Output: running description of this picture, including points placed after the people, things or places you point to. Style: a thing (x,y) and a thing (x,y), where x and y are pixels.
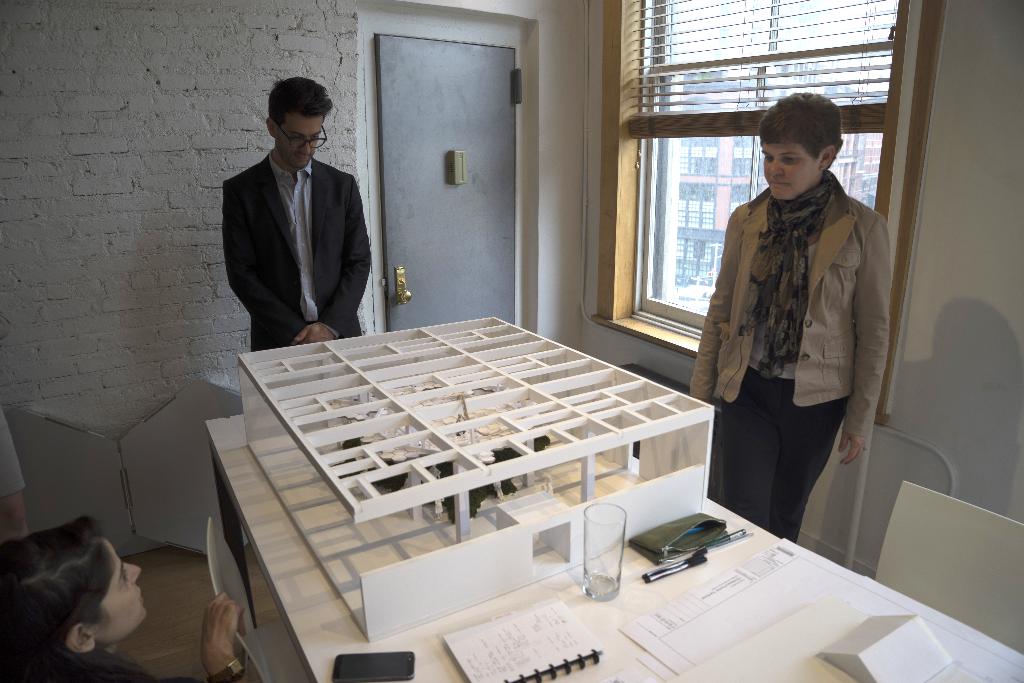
Here we can see a two persons (863,254) who are observing a structural demo (594,415) of this. This is a wooden table (327,625) where a glass (602,593), a book (558,651), a pen (648,581) and a mobile phone (409,659) are kept on it. This is a door (437,208) which is used to enter into the room (449,204) and this is a window (718,90).
